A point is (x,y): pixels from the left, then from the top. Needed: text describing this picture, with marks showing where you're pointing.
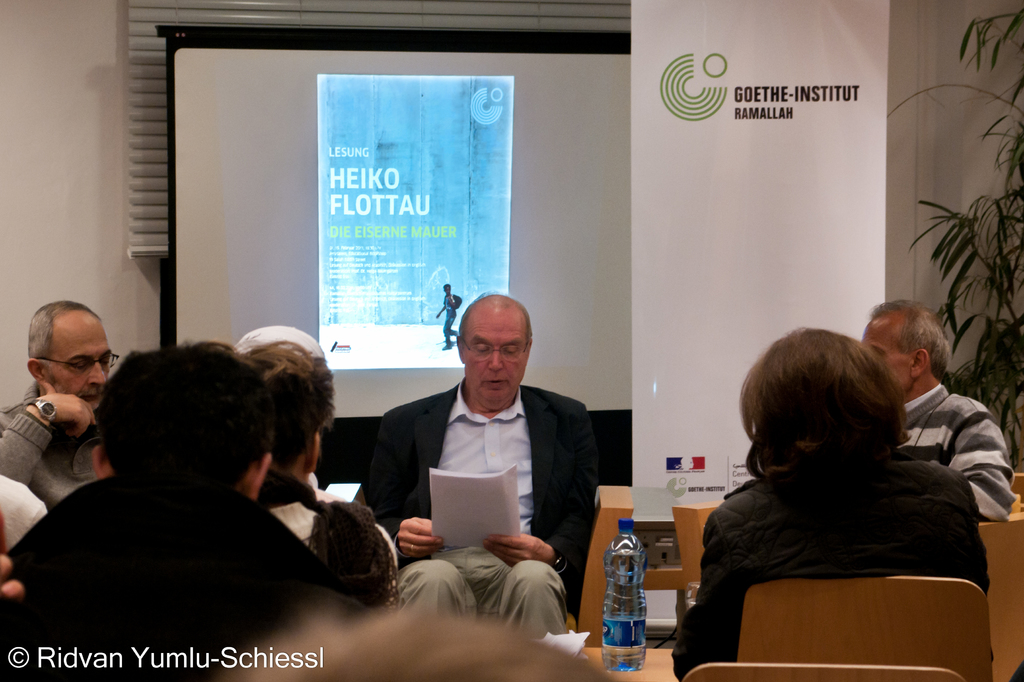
The picture is like a meeting. In the foreground of the picture (24,571) there are many people (890,457) seated in chairs (833,681). In the center of the image (512,352) a man (559,484) black suit (419,463) is reading something from the papers (483,499). In the background (370,191) there is screen (389,186). On the right top (1023,222) there is a plant (966,217). In the center of the image (664,344) there is a banner (748,276). On the left (60,143) it is wall (54,151). In the foreground (621,669) there is a table (646,677) and a bottle (626,635).
